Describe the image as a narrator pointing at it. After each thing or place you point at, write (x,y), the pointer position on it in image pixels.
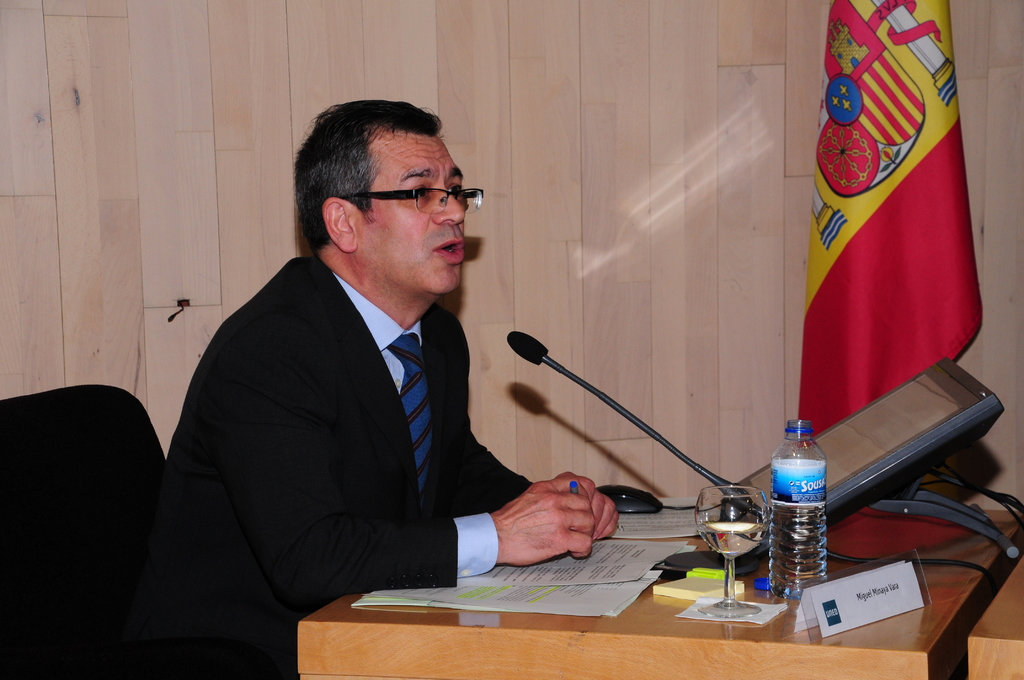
In this image I can see the person (179,509) and the person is sitting on the chair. In front (724,511) I can see the microphone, bottle (782,521), glass (718,529) and few papers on the table (777,625). In the background (204,81) I can see the wooden wall (254,103).
